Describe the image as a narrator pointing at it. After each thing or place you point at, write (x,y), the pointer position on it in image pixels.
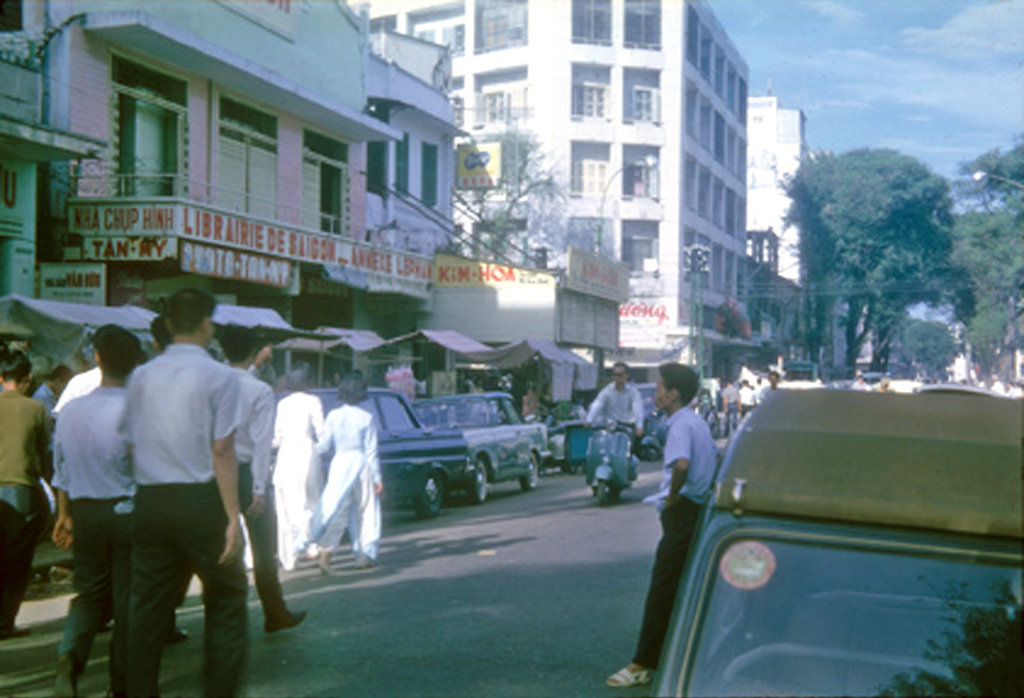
This image is taken outdoors. At the bottom of the image (468,580) there is a road (486,566). At the top of the image (885,63) there is a sky (911,81) with clouds (912,79). On the right side of the image (843,426) a car (796,542) is parked on the road (621,571) and there are a few trees (912,223). On the left side of the image (116,216) there are many buildings (560,82) with a few walls (511,57), windows (435,182), doors (326,179), balconies (631,179), railings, roofs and many boards (137,256) with text (186,247) on them. There are a few stalls (417,340) and a few cars (429,402) are parked on the road (50,671). A few people (197,513) are walking on the road (590,547). In the middle of the image (668,385) a boy (704,490) is standing on the road (622,592) and a few vehicles (579,456) are moving on the road (637,550).
